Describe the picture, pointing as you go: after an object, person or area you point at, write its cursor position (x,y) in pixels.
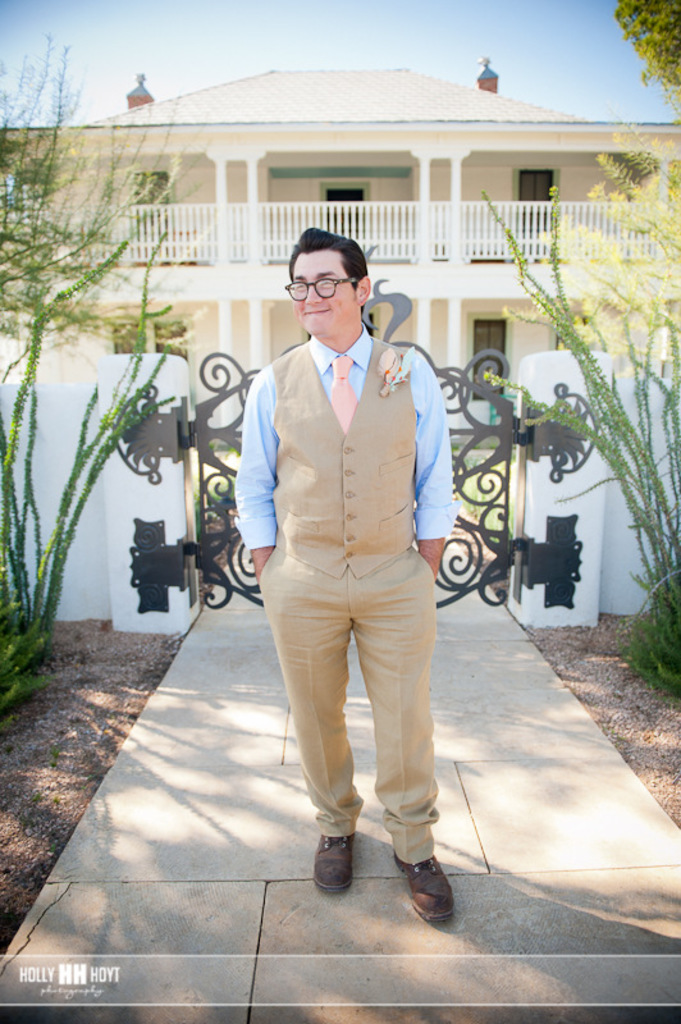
In this image there is a man (383,652) standing on a path (229,701), on either side of the path (468,737) there are plants (557,403), in the background (95,426) there is a wall (95,435), for that wall (588,401) there is a gate (498,455) and there is a house (483,101) and the sky (292,41), at the bottom (196,955) there is a line (11,975) on there is some text (64,986).
